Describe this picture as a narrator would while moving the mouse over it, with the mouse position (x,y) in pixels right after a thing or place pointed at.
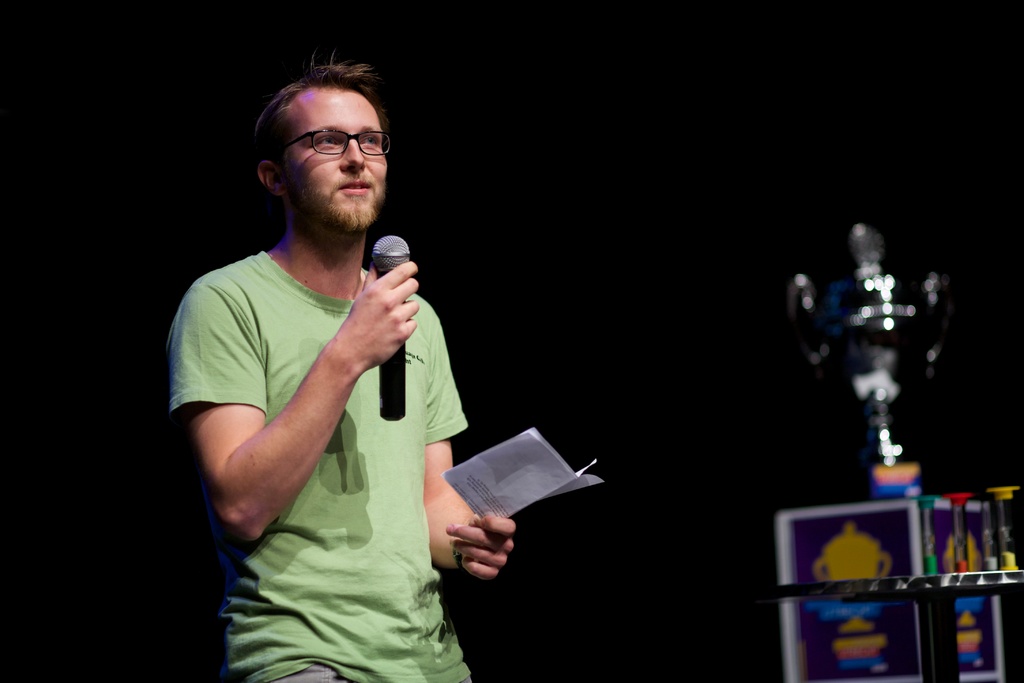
In this picture I can see a man (369,430) standing and holding a paper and a mike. I can see a trophy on the box (857,602). There are some objects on the table (1011,573), and there is dark background (712,677).
